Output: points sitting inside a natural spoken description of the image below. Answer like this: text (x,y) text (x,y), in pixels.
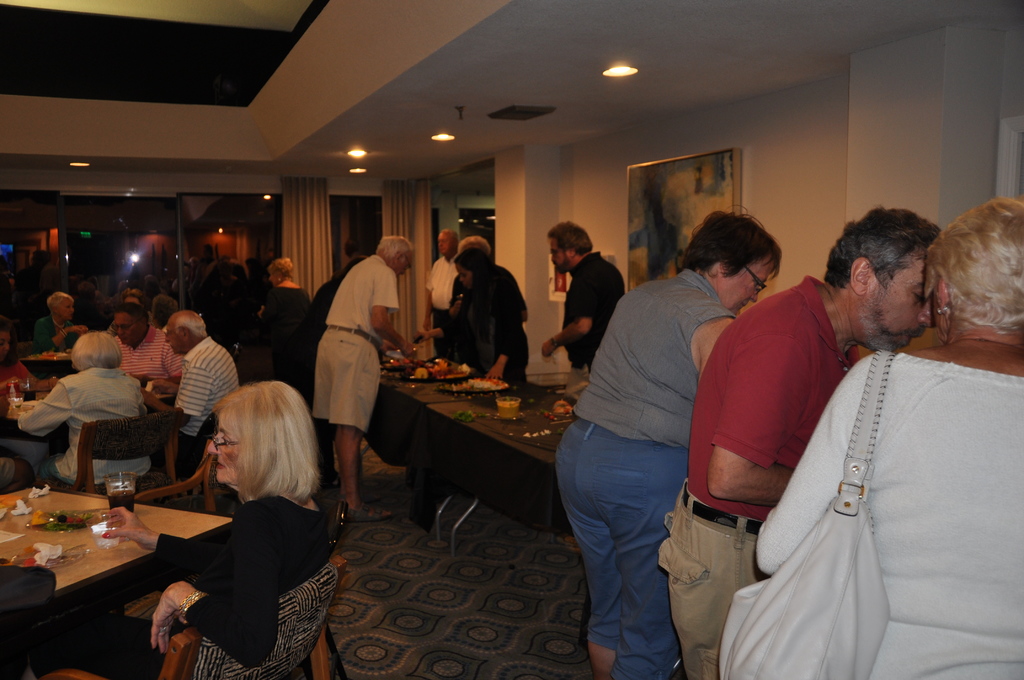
A picture (692,180) on wall (764,150). On top there are lights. Few persons (645,397) are standing and few persons (122,380) are sitting on chairs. On this tables (472,439) there are plates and glasses (125,489). This woman (923,602) is holding a handbag (792,570).
